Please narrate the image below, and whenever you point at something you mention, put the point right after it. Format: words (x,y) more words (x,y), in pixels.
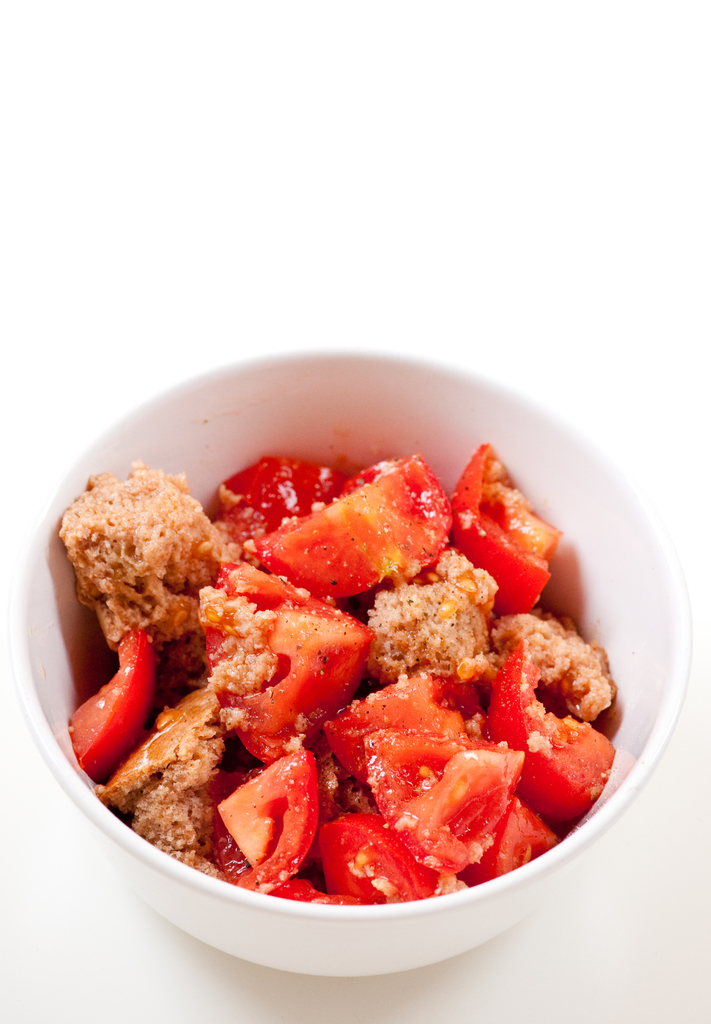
In this image we can see a bowl (629,753) containing food (311,871) placed on the surface (3,390).
